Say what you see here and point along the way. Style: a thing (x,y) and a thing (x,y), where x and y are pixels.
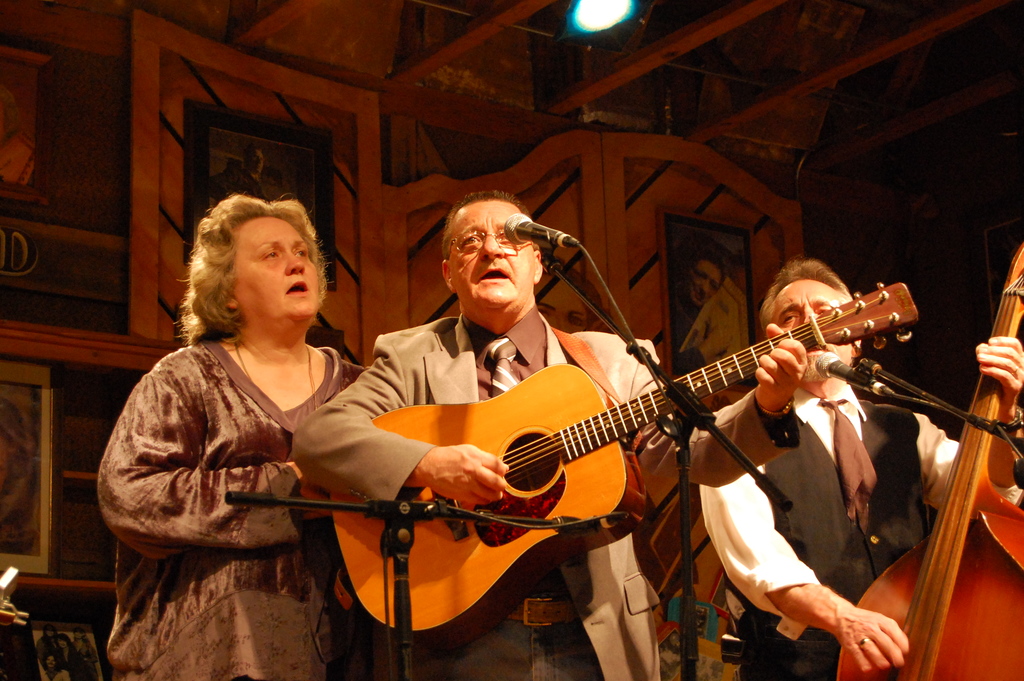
In this image I see 2 men (483,203) who are holding a musical instrument (343,534) and they are standing in front of a mic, I can also see there is a woman (317,555) over here. In the background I see the light (579,19).
